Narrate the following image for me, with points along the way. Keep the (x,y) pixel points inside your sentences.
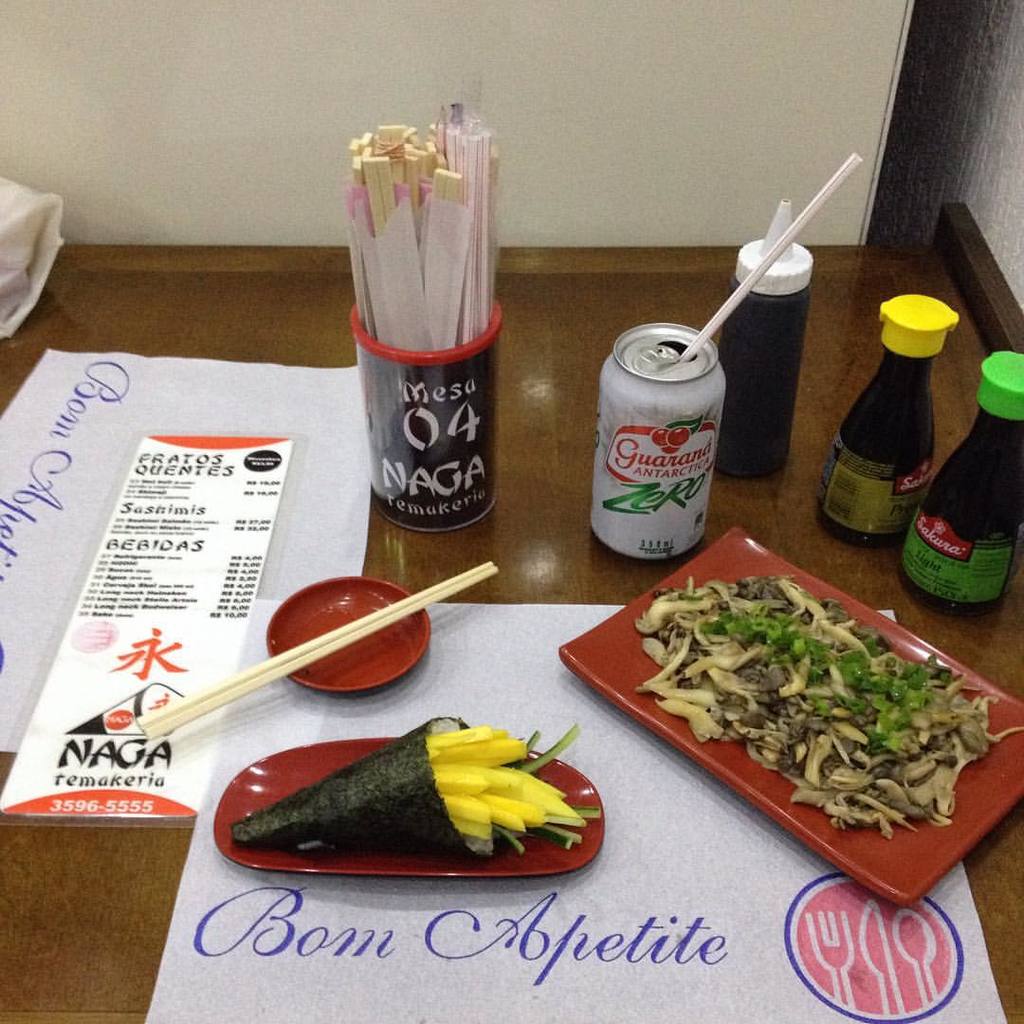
There is a table (241,324) in this picture on which some papers (484,934), food items (486,810), sticks (430,227) and some bottles (752,424) were placed. There are two chopsticks (185,712). In the background (266,162) there is a wall (679,112).
